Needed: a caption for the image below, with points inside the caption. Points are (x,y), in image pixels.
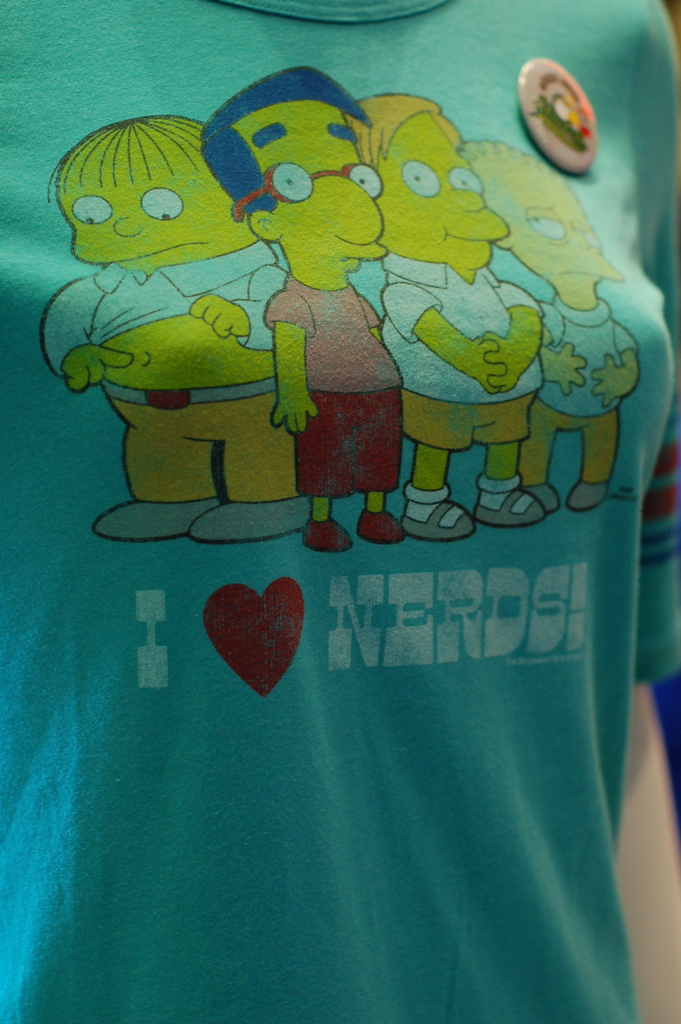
Here in this picture we can see a T shirt (186,166) present, on which we can see some text (340,596) present and some animated cartoons (253,277) present over there.
